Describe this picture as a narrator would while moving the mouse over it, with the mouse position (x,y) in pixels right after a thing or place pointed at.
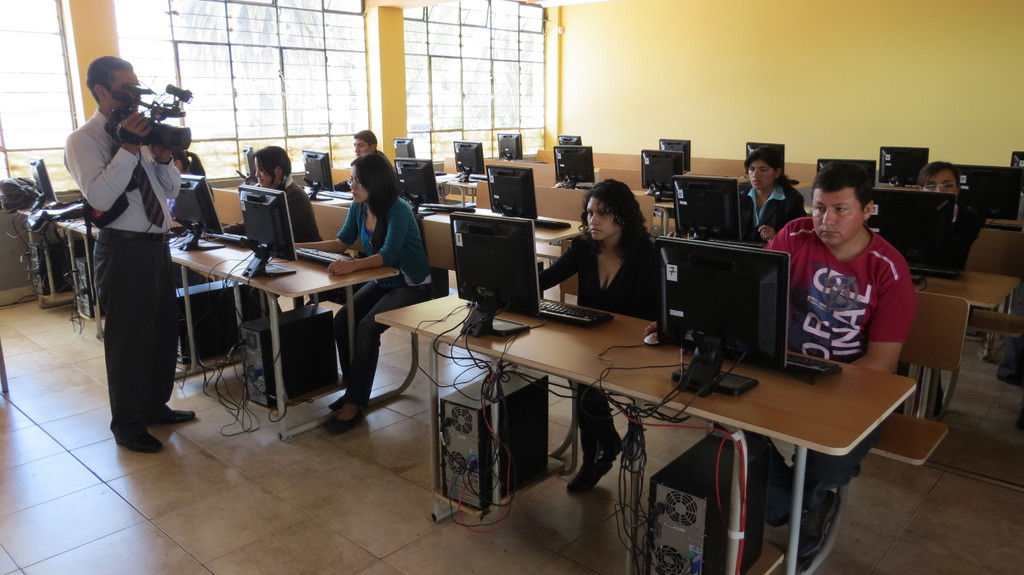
This is a classroom (992,231). There are few people (874,332) sitting here, a group of people (341,240) in front of monitors (723,321) working on the systems (276,272). Here we can see a man (843,309) with a red T Shirt (806,285), we can see a women (588,263) with a black dress (588,263) and she is wearing shoes (587,459). Here we can see a women (407,243) with a bright shrug (400,242) with canvas shoes (342,425), she is also working in front of the system (280,245) and there are other two persons (273,183) working and behind this there is a man (358,139) working in front of a system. Here on the left side (150,338) there is a man (159,256) holding a camcorder (168,133) and recording all these audience (344,226). This is a floor (290,512). There is a wall (722,43) painted with light yellowish paint (746,43) colour.
